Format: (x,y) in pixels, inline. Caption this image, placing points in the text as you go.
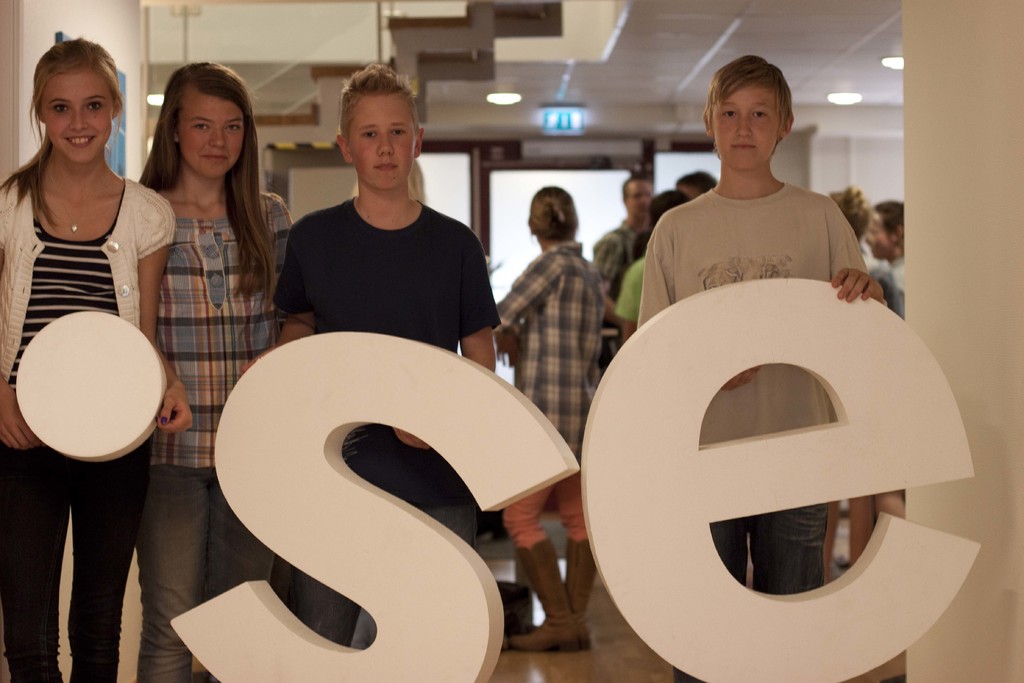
In this image, there are a few people (209,385). Among them, some people (374,466) are holding objects (695,526). We can see the ground (578,670) and the wall (1013,387). We can also see some boards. We can see some white colored objects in the background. We can see the roof (560,86) with some lights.
